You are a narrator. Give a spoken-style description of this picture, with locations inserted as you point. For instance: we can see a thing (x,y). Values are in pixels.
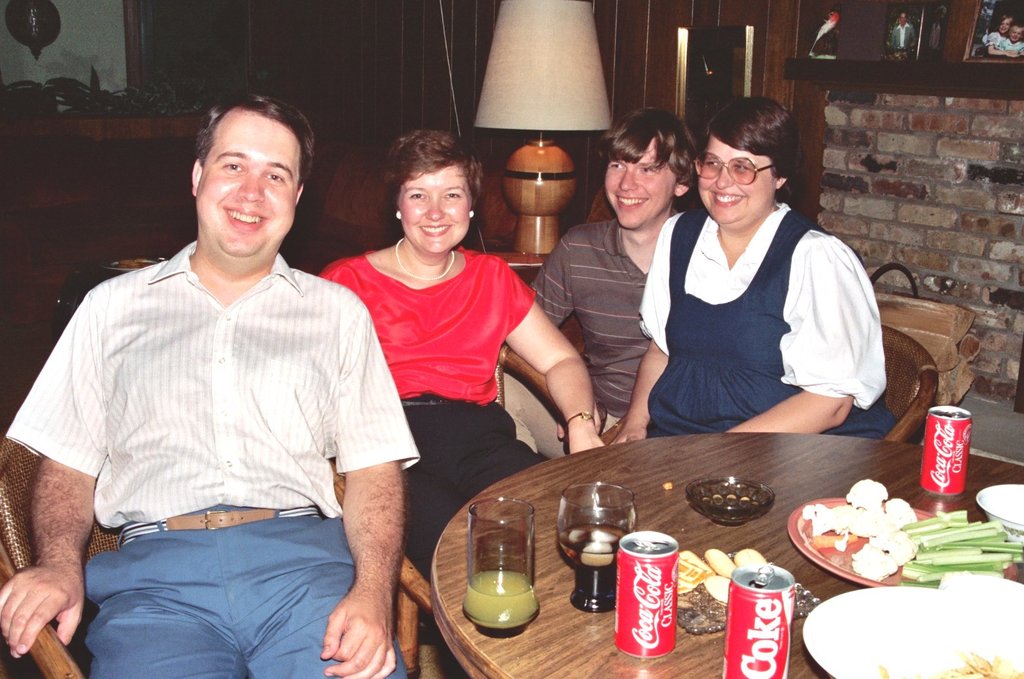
In this image I can see four persons (323,409) are sitting on the chairs (536,381) in front of a table (801,495) on which I can see cans (657,559), glasses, plates (847,605), bowl (763,497) and food items (879,565). In the background (550,147) I can see a wall (564,145), lamp (548,129), photo frames (691,62), houseplants (64,97) and a door (175,33). This image is taken may be in a room (629,9).
